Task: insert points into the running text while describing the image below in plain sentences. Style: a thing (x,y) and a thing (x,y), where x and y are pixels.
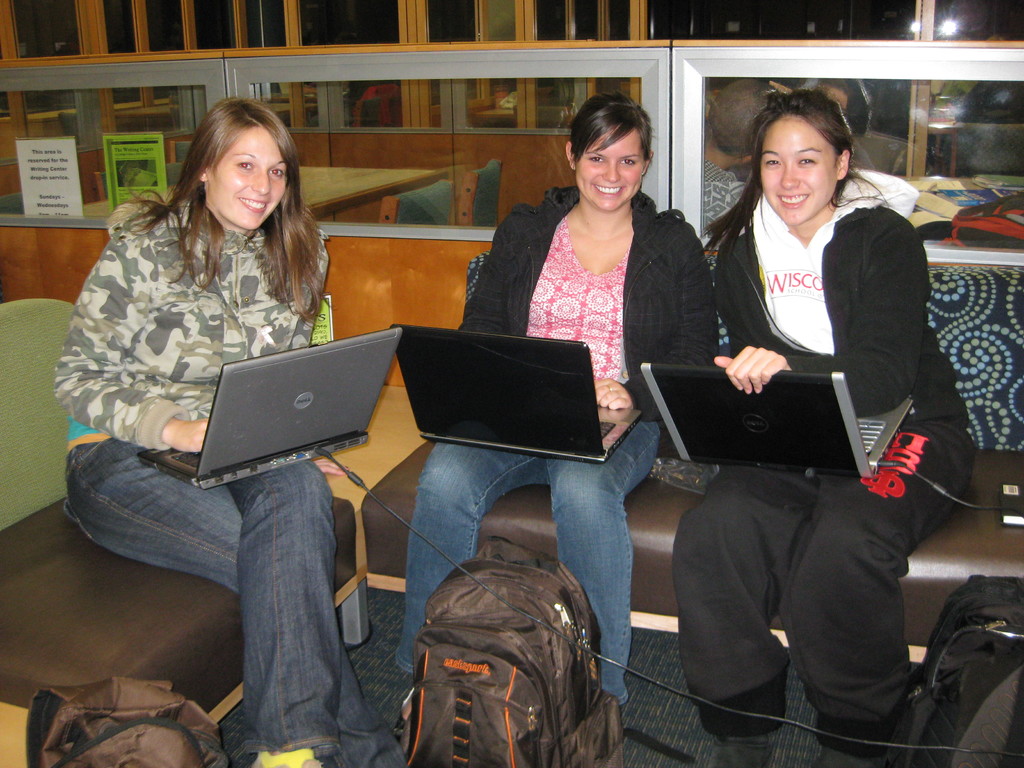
There are three ladies (617,272) sitting on a sofa (946,334). In their hands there are laptops (501,427). In front of them there are bags (533,739). At the back of them there are cabins (524,156) with glasses (730,146).
